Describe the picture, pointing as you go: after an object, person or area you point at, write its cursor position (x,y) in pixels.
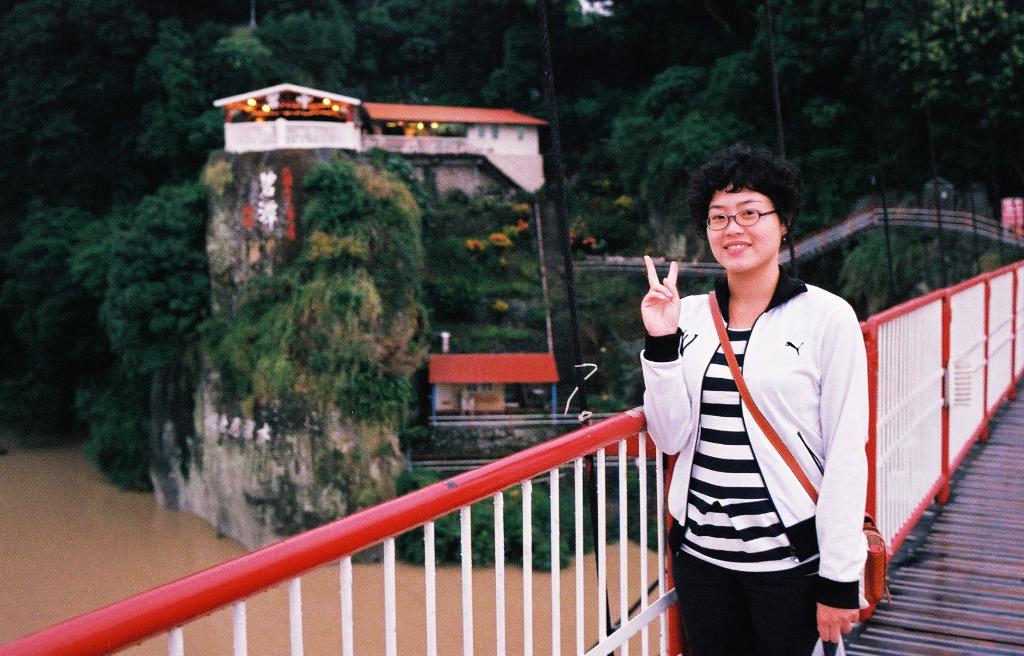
In this image in the front (783,459) there is a woman (775,479) standing and smiling and there is a railing (497,477). In the background (375,392) there is water (209,533) and there are trees (382,231) and houses (497,368).
